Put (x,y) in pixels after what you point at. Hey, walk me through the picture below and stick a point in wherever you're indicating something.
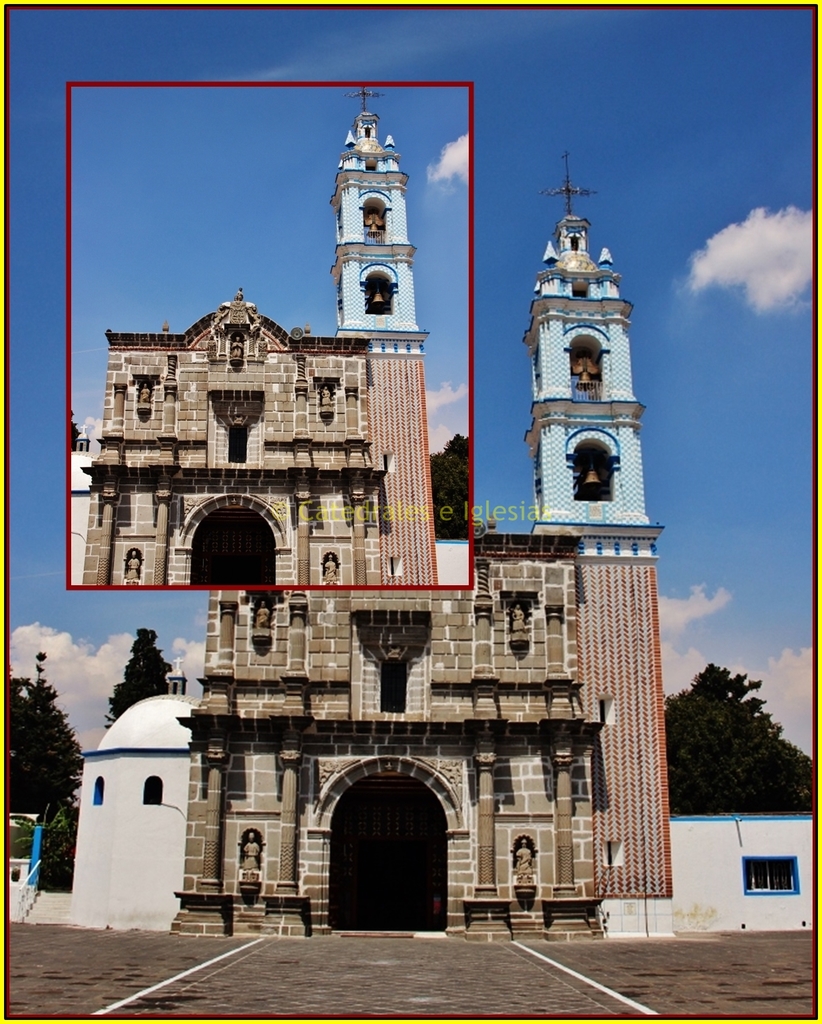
This picture is an edited picture. In this image there is a picture of a building (280,329) and in the middle of the image (511,680) there is a building (595,752) and there are sculptures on the building (603,743). At the back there are trees (63,770), On the left side of the image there is a staircase (19,899) and there is a hand rail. At the top (615,29) there is sky (665,125) and there are clouds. At the bottom (289,1000) there is a road (314,993).
